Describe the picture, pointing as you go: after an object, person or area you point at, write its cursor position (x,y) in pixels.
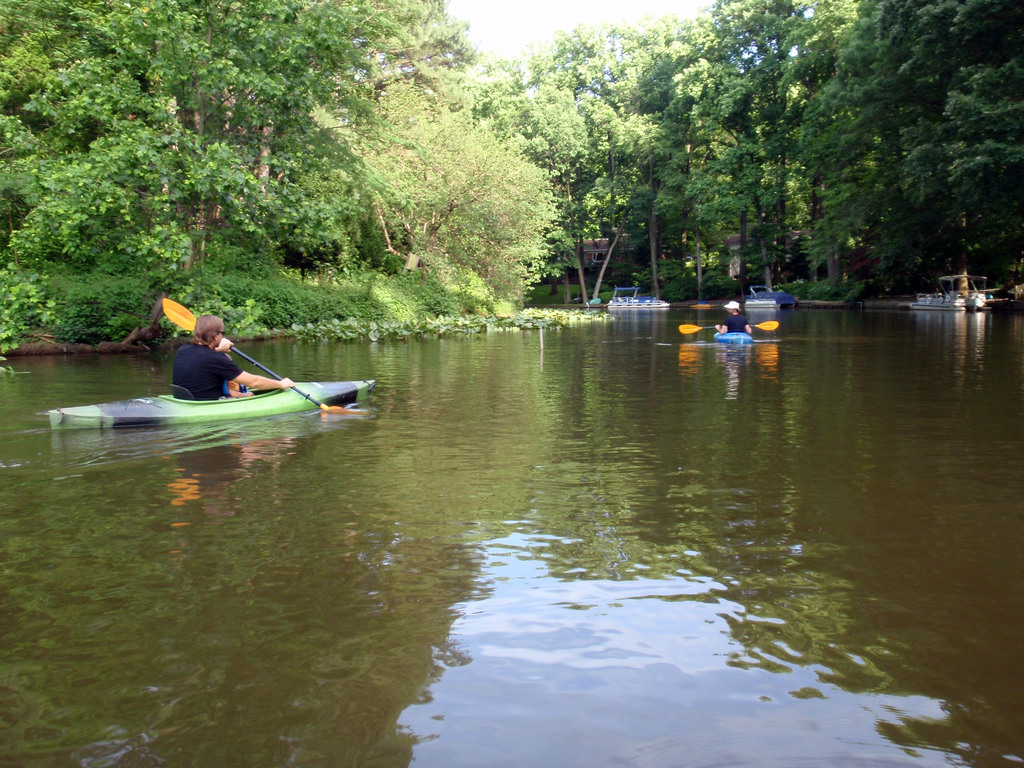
There is a river (537,490) and some people (229,371) are boating on the river (664,393), around them there are a lot of trees (594,171) and in the background (533,25) there is a sky (505,35).
